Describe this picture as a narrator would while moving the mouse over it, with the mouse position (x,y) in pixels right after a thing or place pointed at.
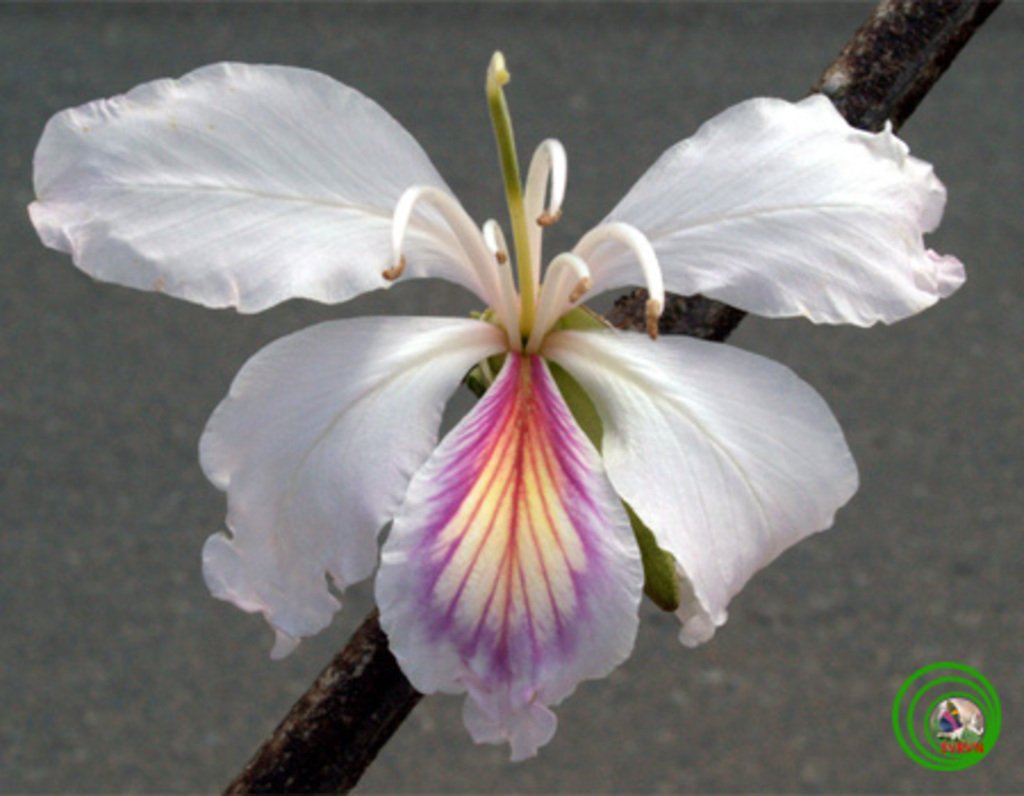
There is a flower (462,211) in the center of the image (621,305) attached to a stem (325,765).
